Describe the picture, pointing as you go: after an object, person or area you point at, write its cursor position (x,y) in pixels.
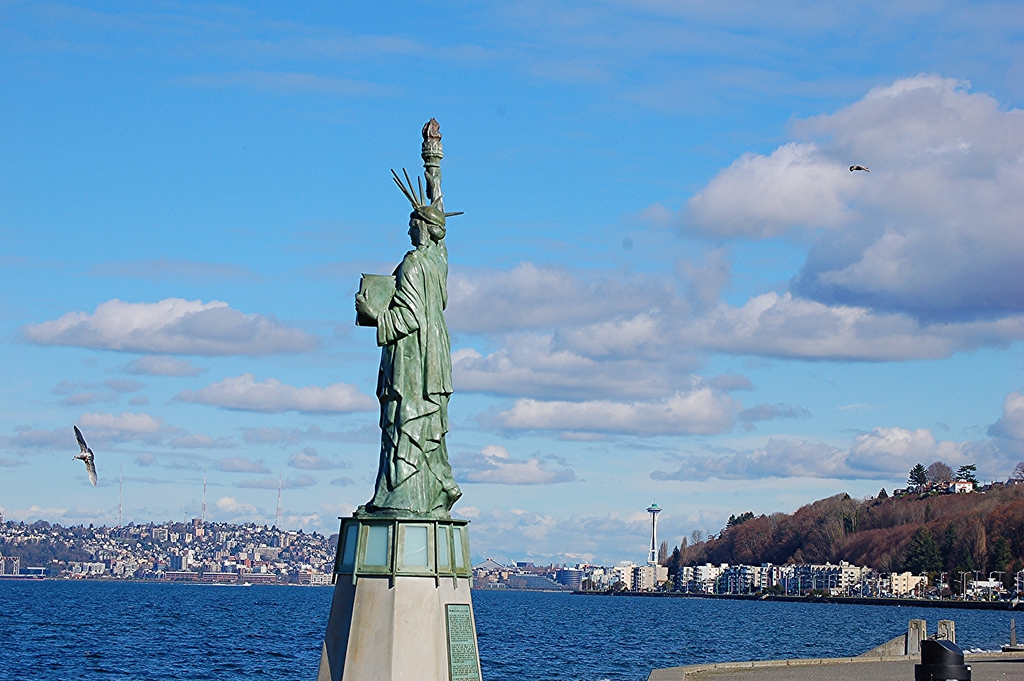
In this image in the front (422,501) there is a statue (428,484). In the center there is water (196,616) in the background (211,549) there are buildings (857,572) trees (865,542) and the sky (714,275) is cloudy and there are birds (83,450) flying in the sky (63,460).
